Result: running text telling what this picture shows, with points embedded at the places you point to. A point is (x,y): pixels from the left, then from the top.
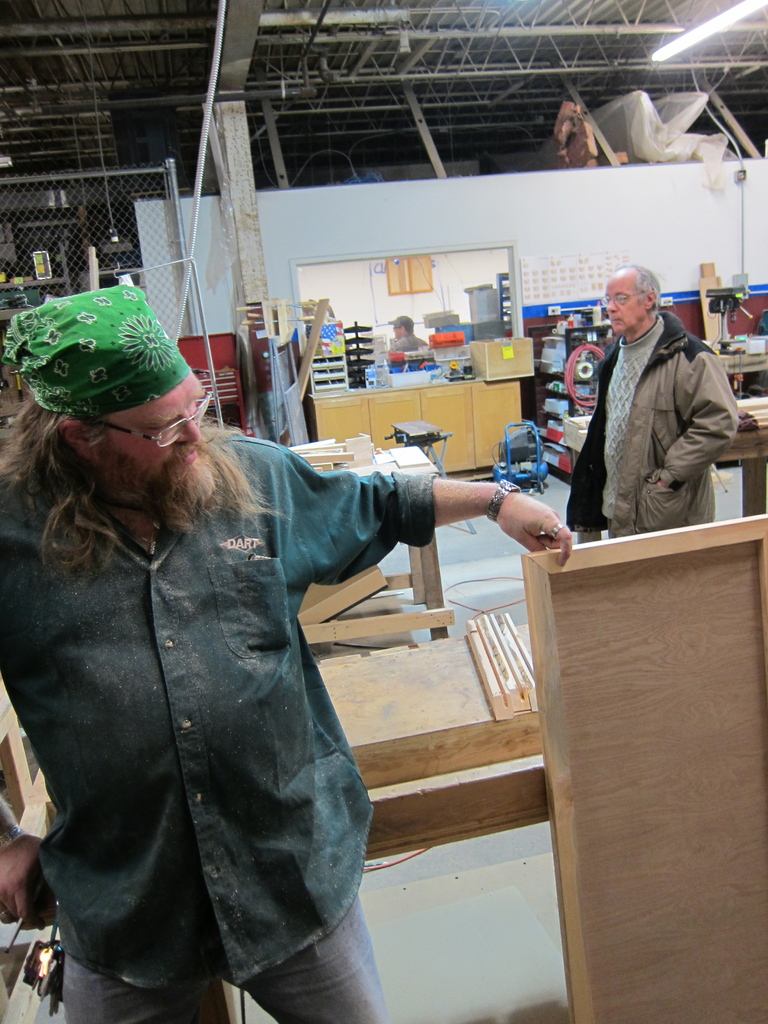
In this picture we can see three men (638,334) where two are standing and one is sitting and in front of them we can see tables (388,389), boxes (456,341), racks (503,320), net (3,201), wooden sticks (415,619) and in background (557,233) we can see wall (508,223), rods (346,59), pipe (581,398).
